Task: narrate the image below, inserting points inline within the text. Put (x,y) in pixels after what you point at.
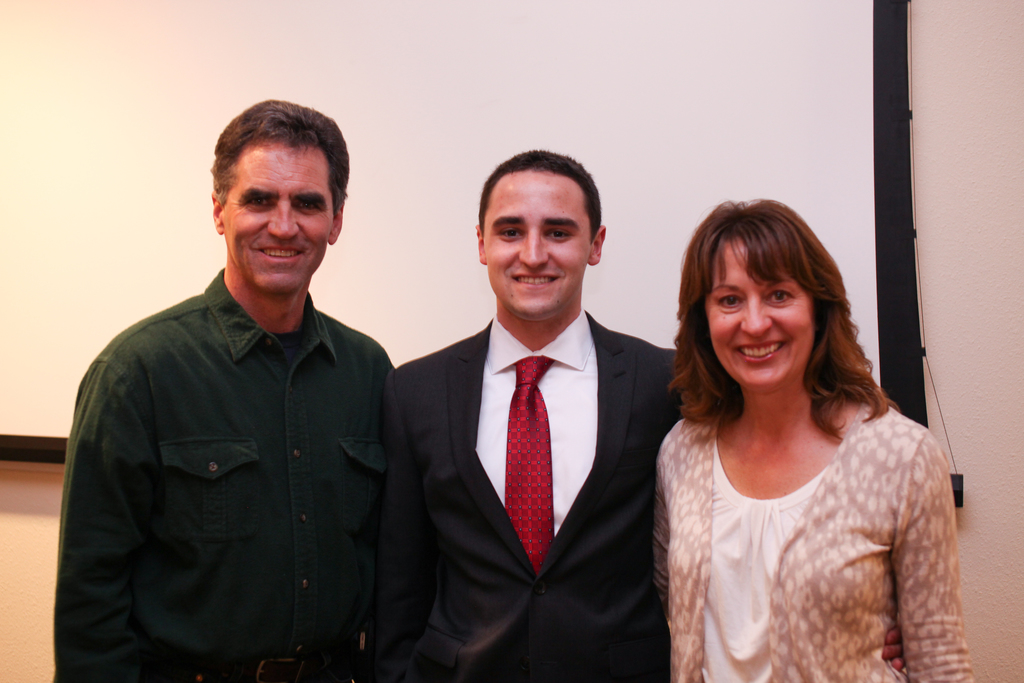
Here we can see three persons (434,366) are posing to a camera and they are smiling. In the background (970,74) we can see a wall (971,186) and a screen (87,117).
